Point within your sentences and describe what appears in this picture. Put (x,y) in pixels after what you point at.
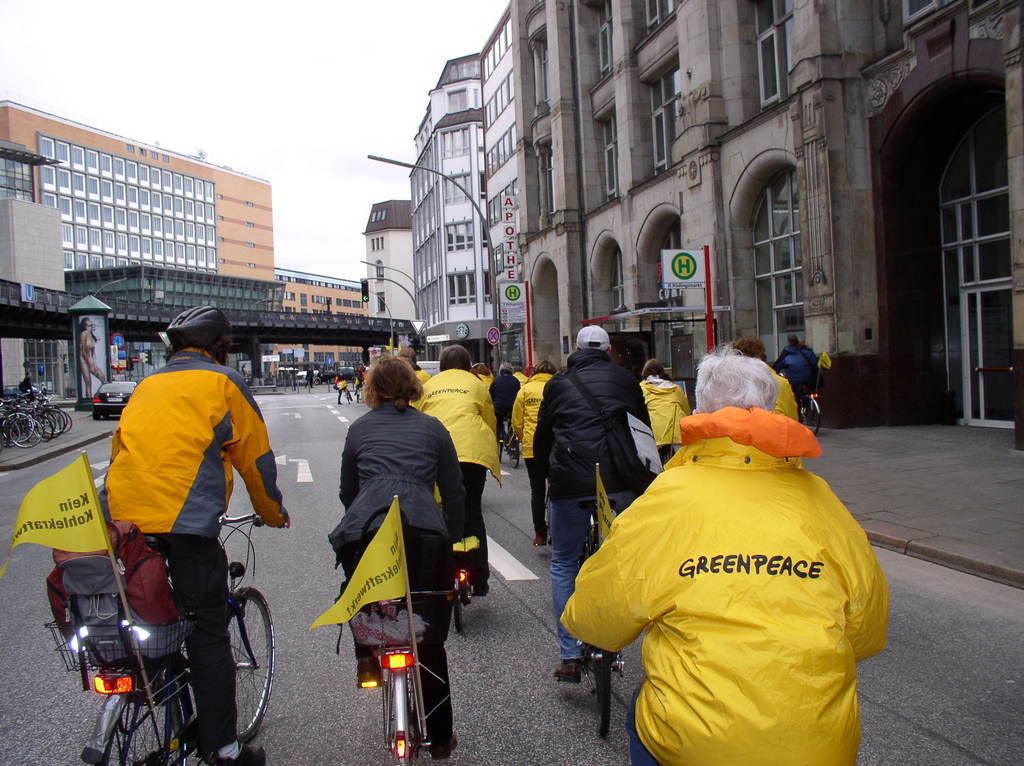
Here we can see group of people (174,452) riding bicycles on the road (311,511) with flag (87,511) present on the cycle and in front of them we can see buildings (710,240) present and there is a car (105,395) on the left side (106,413).
